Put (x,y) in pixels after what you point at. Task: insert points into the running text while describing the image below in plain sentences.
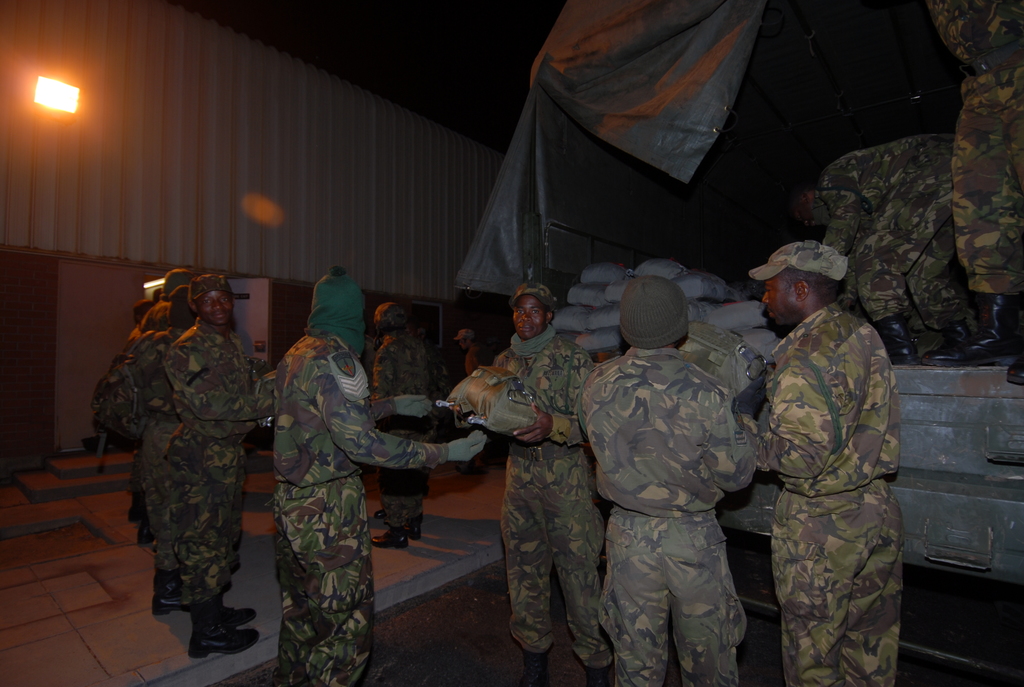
On the right side (957,446) there is a vehicle (945,461) with sacks (701,301). And some people (910,217) are standing on that. Also there are many soldiers (520,447) wearing caps (651,303). In the back (218,229) there is a building (170,184) with a light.
